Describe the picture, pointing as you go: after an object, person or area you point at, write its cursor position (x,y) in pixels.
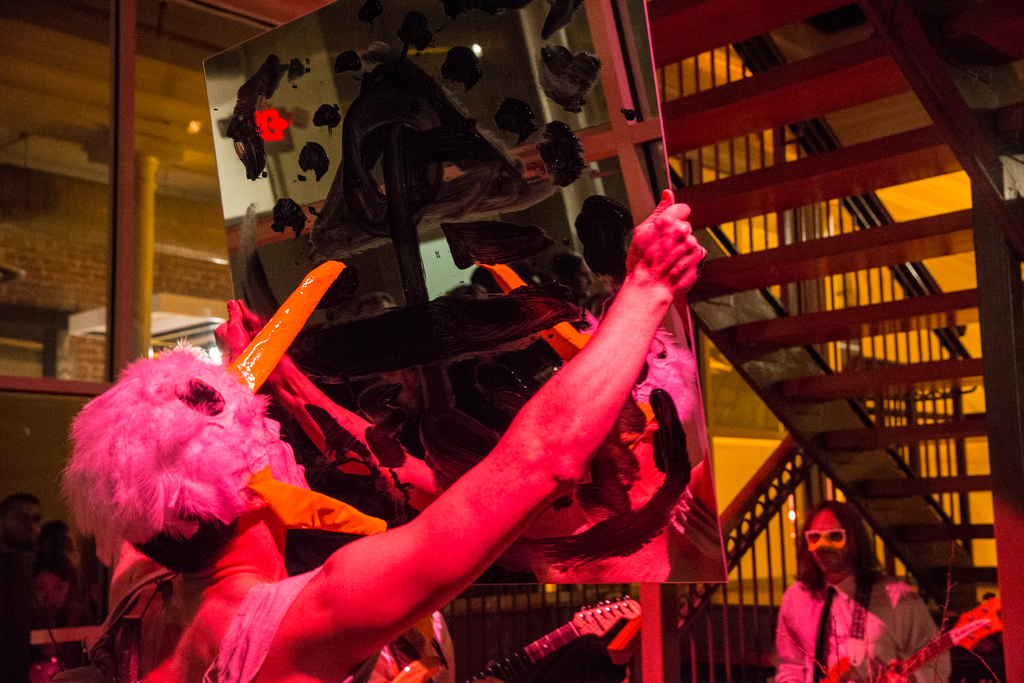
In the foreground of the picture (472,503) we can see a person (304,601) holding an object (475,243). At the bottom (402,664) we can see people (807,646) playing guitar (574,636). On the right (814,159) we can see staircase (842,276). On the left (130,178) we can see glass windows (112,183).
